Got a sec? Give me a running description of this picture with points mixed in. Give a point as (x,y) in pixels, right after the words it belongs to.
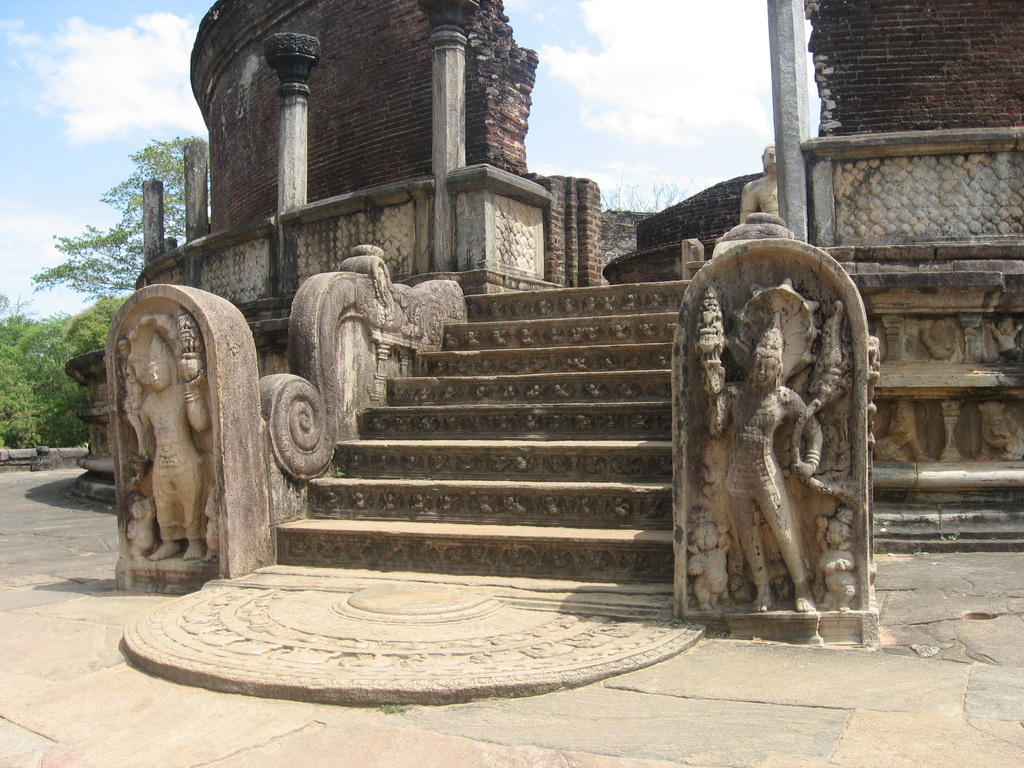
In the middle of the image (502,340) we can see stairs (491,472) and sculptures (148,399) engraved on the rocks (161,442) on all its sides. In the background (718,86) we can see pillars (291,110), sky (89,90) with clouds (80,119) and trees (37,363).
